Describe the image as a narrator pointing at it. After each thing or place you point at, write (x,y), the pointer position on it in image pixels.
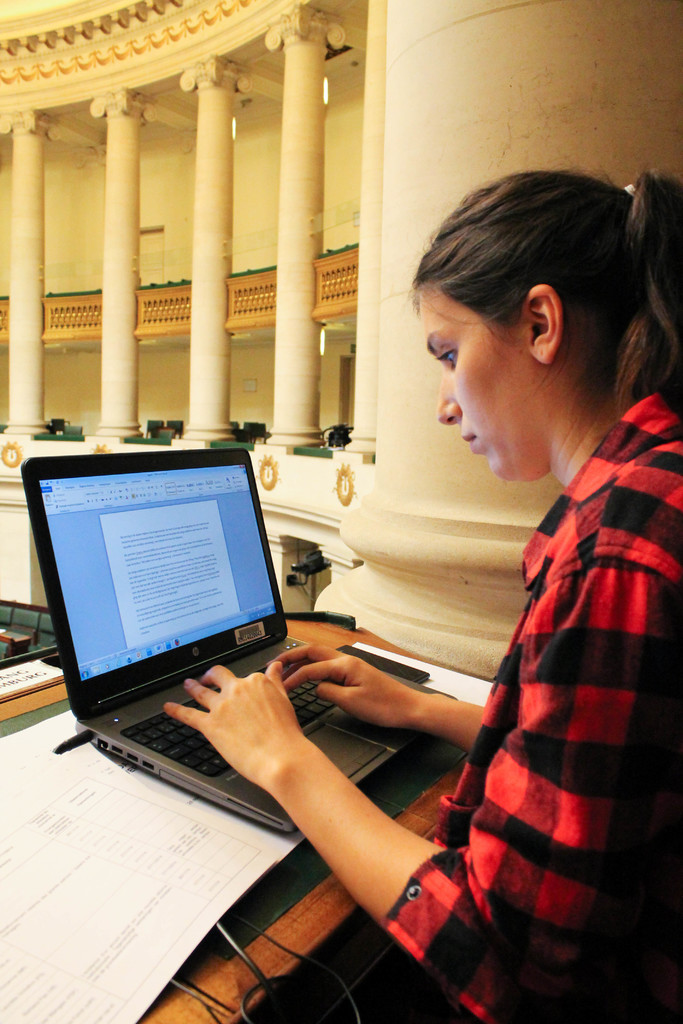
This picture seems to be clicked inside. In the foreground (548,437) there is a person (602,545) wearing red color shirt (571,766), sitting and working on a laptop (201,671) and there are some items (188,927) placed on the wooden table (363,636). In the background (232,176) we can see the pillars (31,280) of the building (368,243) and the walls (346,133) and guard rails (1,315) of the building (270,291).
